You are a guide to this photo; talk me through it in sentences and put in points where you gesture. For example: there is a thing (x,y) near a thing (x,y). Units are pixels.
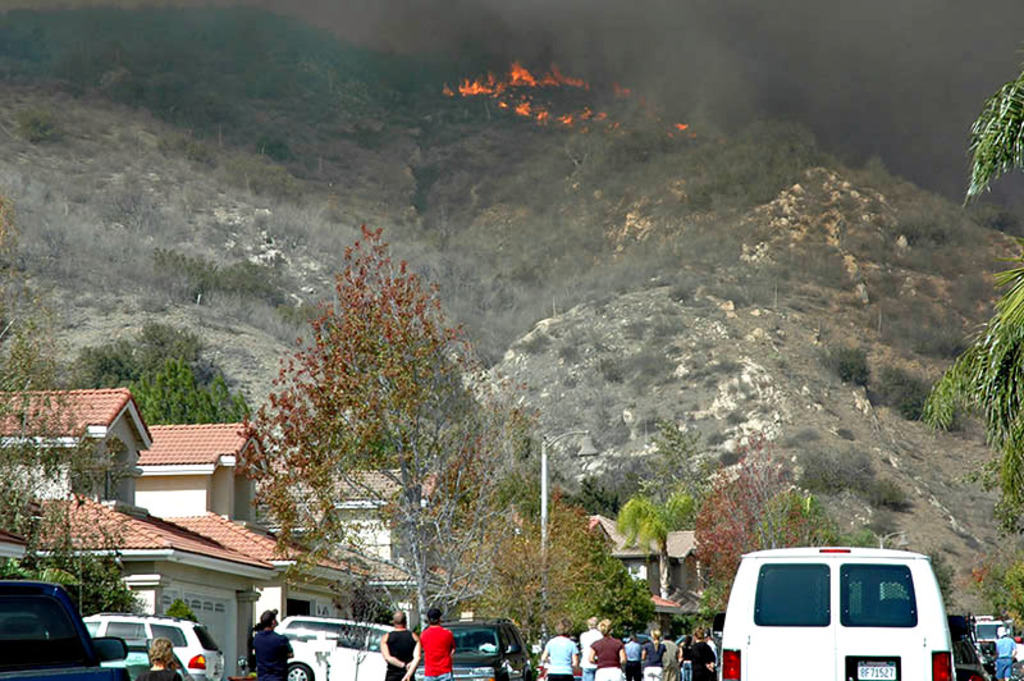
There is a fire (477,92) burning on the hill (471,125). Beside the fire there were some plants (279,80) and we can observe smoke (802,101) here. Down the hill (463,365) there are some trees (490,533) here and a pole (542,446). Some of the people (595,657) here were standing and watching the fire (527,110). There are some vehicles (481,652) parked on the road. There are some houses (258,527) down the hill (267,277) here.
